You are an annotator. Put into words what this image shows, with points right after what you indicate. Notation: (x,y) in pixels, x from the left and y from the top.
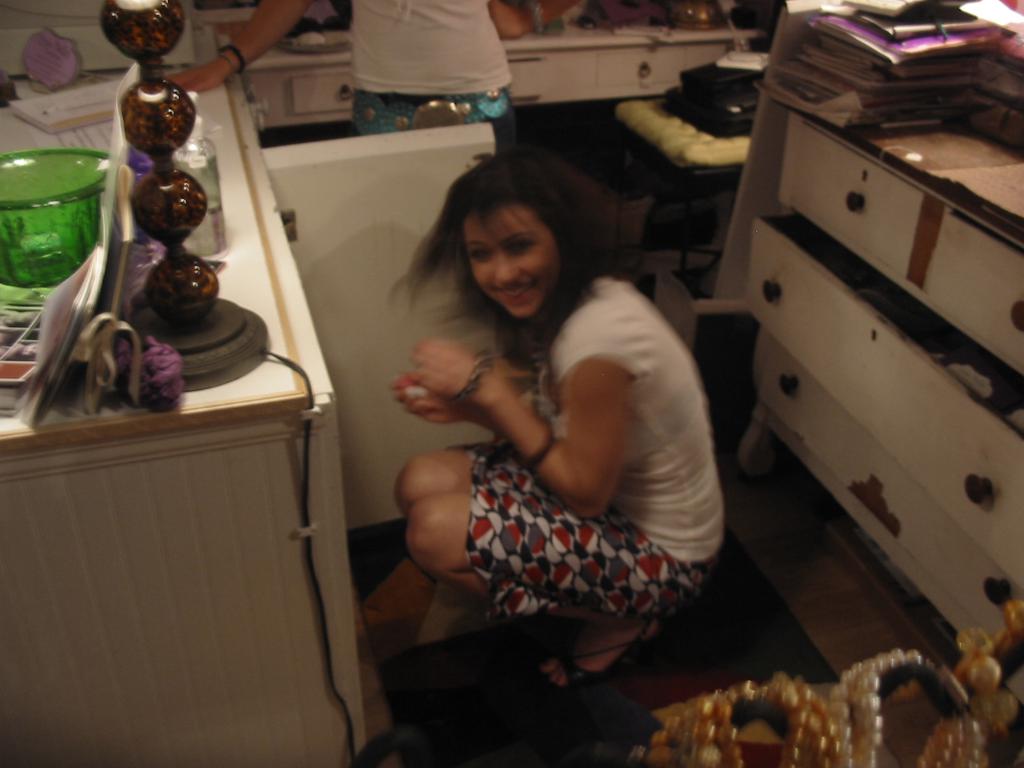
This image is clicked inside a room (354,504). There is drawer (881,356) in the right side of the image (892,177). On the drawer (876,165) there are books (965,41). There is a lady (587,535) in crouch position. She is smiling. She is wearing a white t shirt (668,410). On the floor (751,630) there is a mat (723,662). There is another cupboard (301,348) in front of the lady (618,537). There are few more stuffs (86,248) on top of it. There is another person (383,78) behind the lady (568,582).
